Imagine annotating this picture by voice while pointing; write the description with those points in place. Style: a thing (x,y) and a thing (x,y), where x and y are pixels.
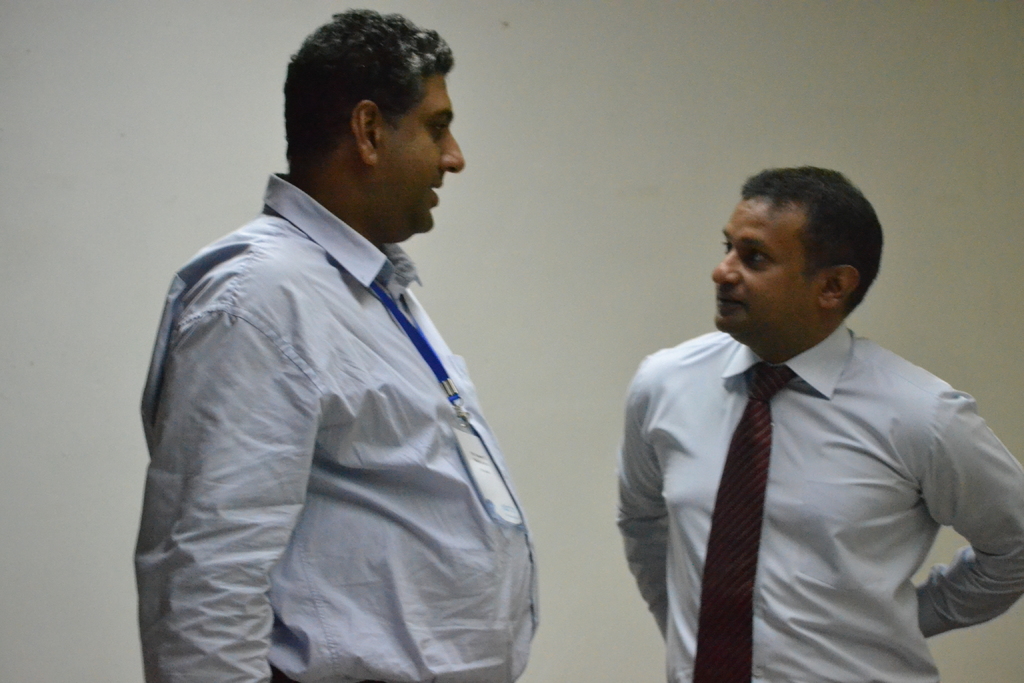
In this image I can see two men (445,443) are standing. These two men (459,368) are wearing white color shirts (421,450), a tie (734,545) and an ID card (485,485). In the background (599,252) I can see a wall (566,234).
